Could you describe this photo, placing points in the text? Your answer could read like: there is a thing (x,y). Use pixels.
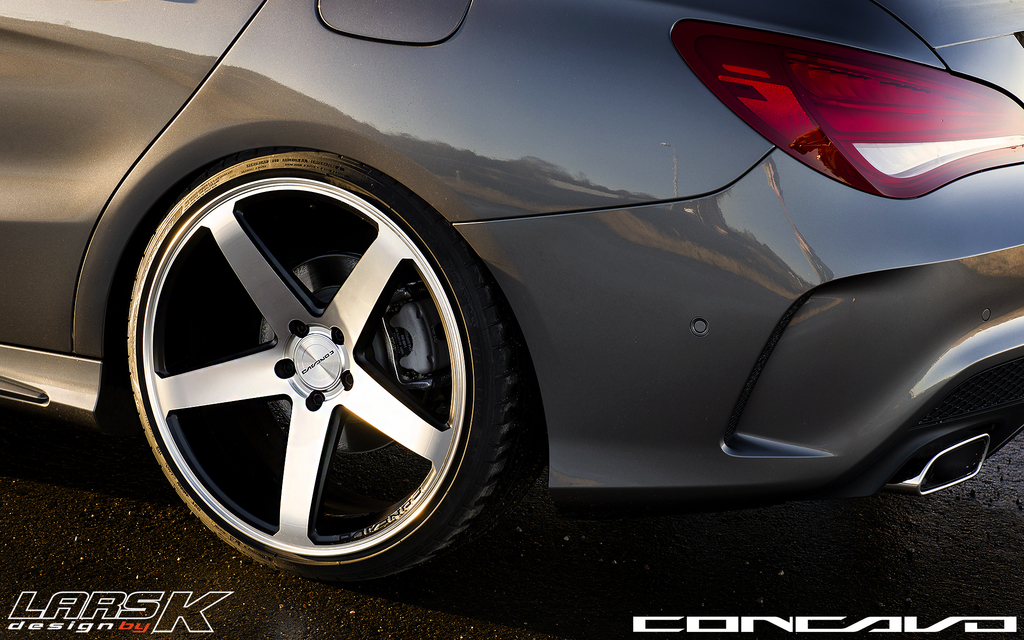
In this image there is a car (533,100) with the wheel (369,312). On the right side (872,115) top there is a taillight (807,146) to the car (715,186).
